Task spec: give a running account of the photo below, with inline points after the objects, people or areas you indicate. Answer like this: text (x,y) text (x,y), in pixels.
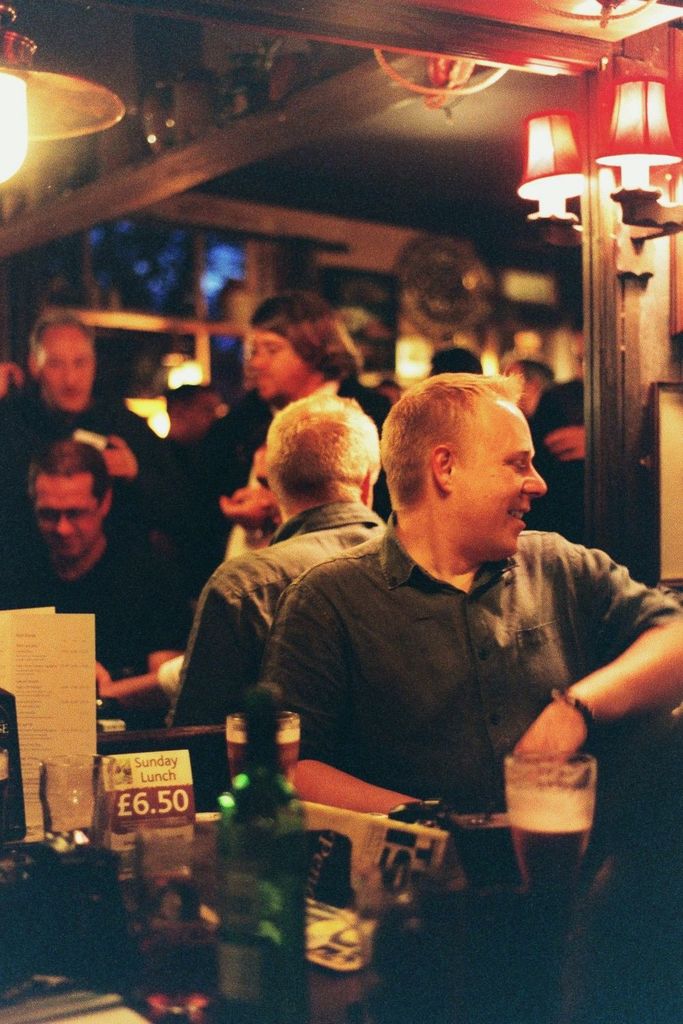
In the image in the center (373,556) we can see few people (213,588) were sitting on the chair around the table (536,925) and the front person (371,641) is smiling. On the table (508,916), we can see wine glasses (568,864), vouchers (182,784), wine bottle (237,906) and few other objects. In the background (257,257) there is a wall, roof (495,126), pole (600,357), lights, few people (109,573) and few other objects (434,303).
